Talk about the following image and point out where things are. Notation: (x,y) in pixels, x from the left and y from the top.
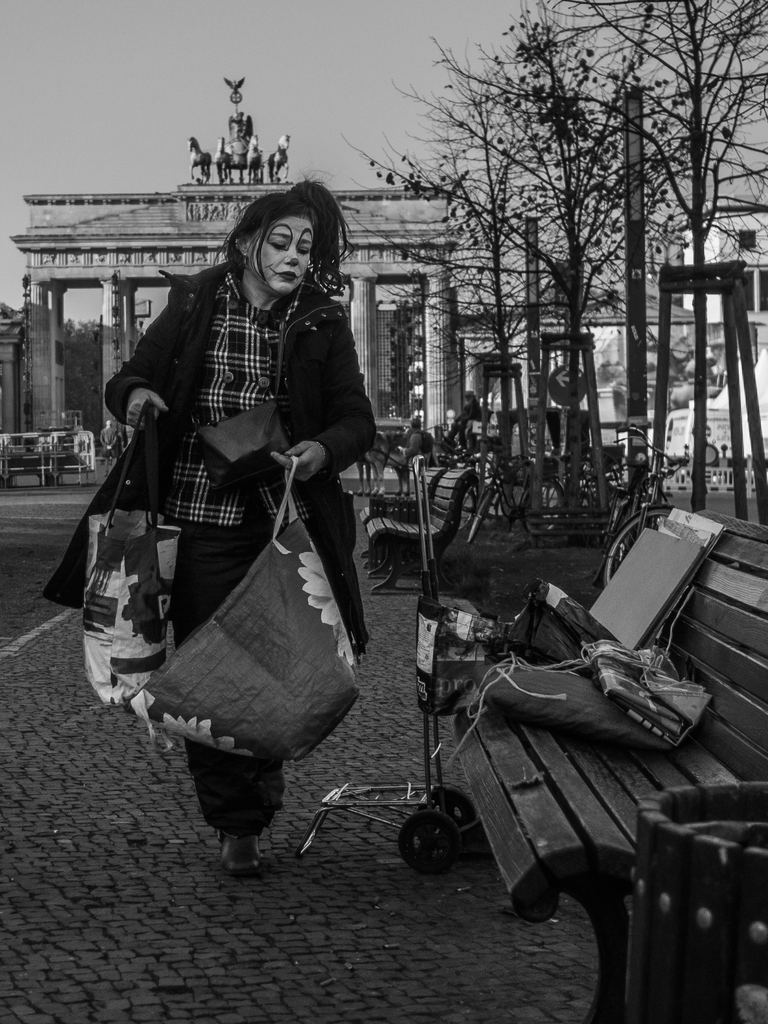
This image consists of a woman (234,496) wearing a black jacket (132,381). She is holding two bags (252,593). On the right (528,789), we can see a bench (538,823) on which many things (589,685) are kept. At the bottom (252,909), there is a road (199,882). In the background (148,242), there is an arch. On the right (534,52), there are trees (592,216). At the top (269,50), there are clouds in the sky (146,39).
